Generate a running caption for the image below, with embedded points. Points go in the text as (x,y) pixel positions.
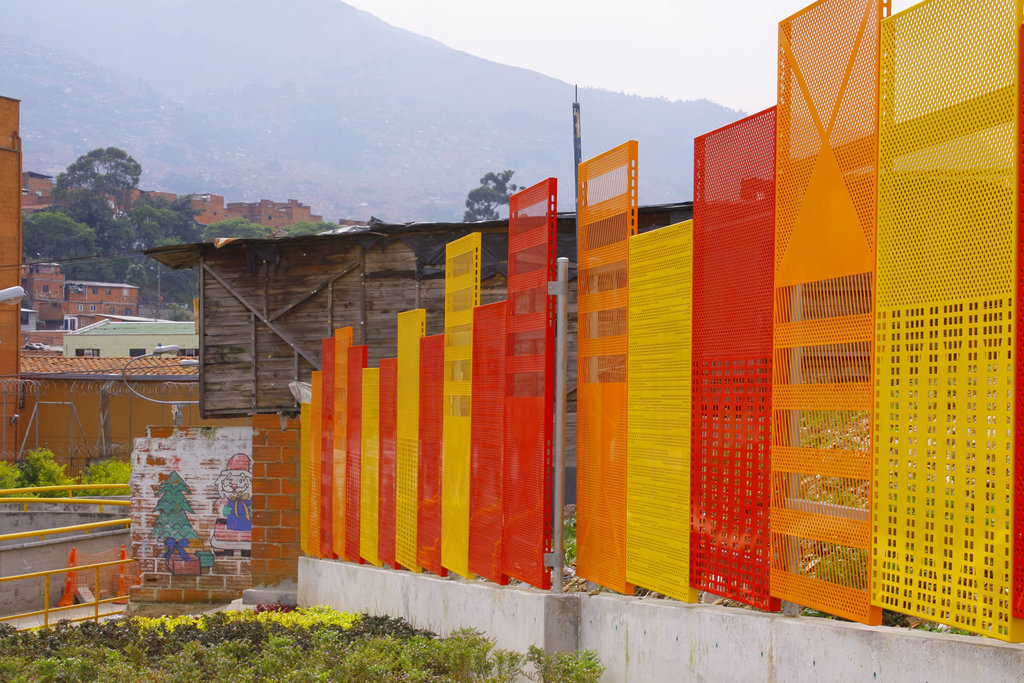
In this picture we can see there are plants (246,636) and on the right side of the plants (314,634) there is a wall (568,605) with some colorful objects (891,397) and a pole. Behind the plants (174,662) there are buildings (13,310), trees (163,220), hills (330,79) and a sky (577,48).
